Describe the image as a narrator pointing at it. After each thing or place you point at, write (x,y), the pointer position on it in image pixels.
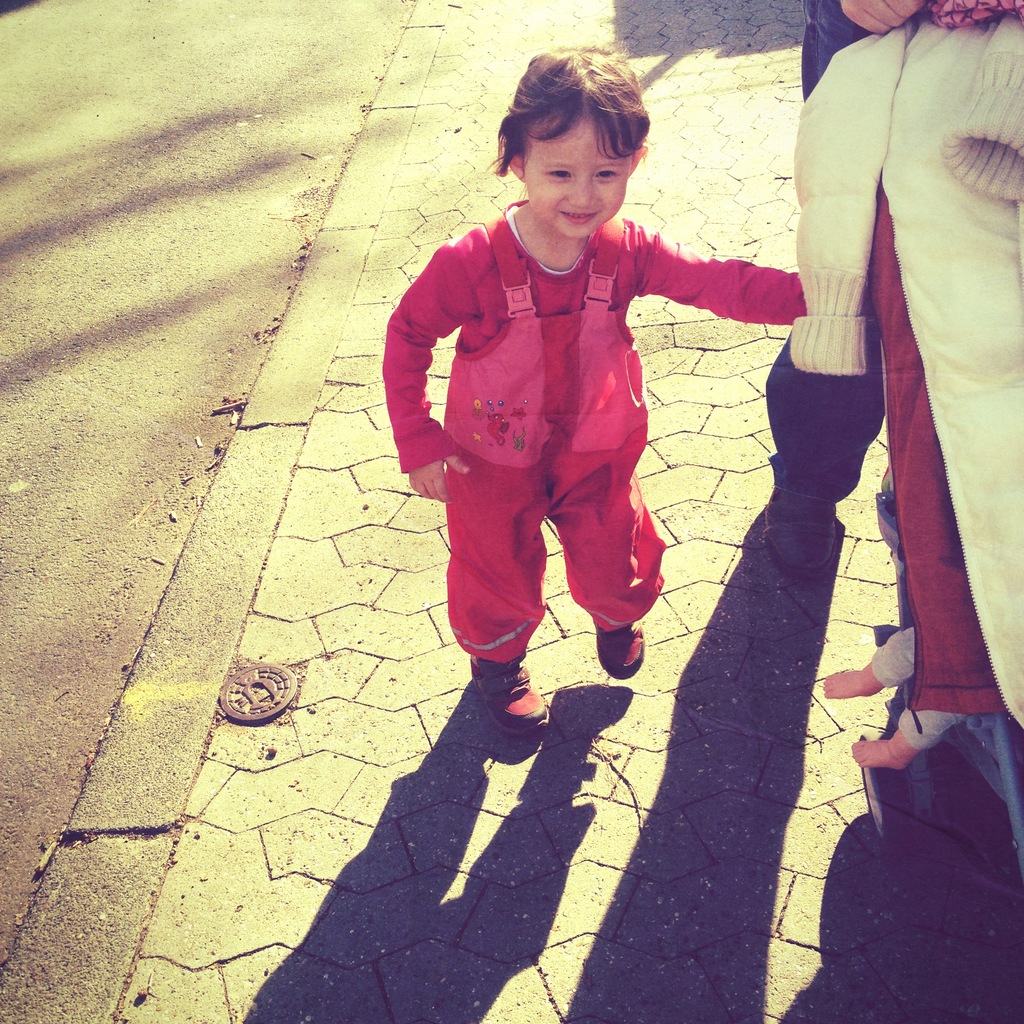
In this picture I can observe a girl (542,450) walking on the land (443,590). She is wearing pink color dress (480,380). On the right side (813,465) I can observe a person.
